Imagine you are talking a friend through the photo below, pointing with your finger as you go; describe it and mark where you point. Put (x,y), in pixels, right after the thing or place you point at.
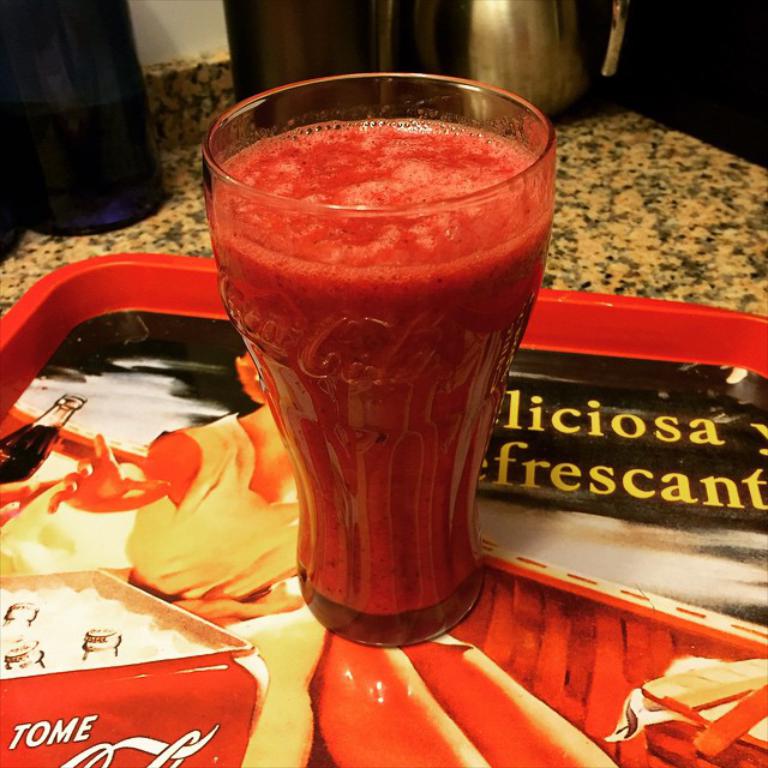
In this picture we can see a glass (414,313) with drink (435,275) in it, and the glass (373,346) is in the tray (521,473), in the background (562,47) we can find a jug (477,18) and few other things (87,86) on the table (601,233).
